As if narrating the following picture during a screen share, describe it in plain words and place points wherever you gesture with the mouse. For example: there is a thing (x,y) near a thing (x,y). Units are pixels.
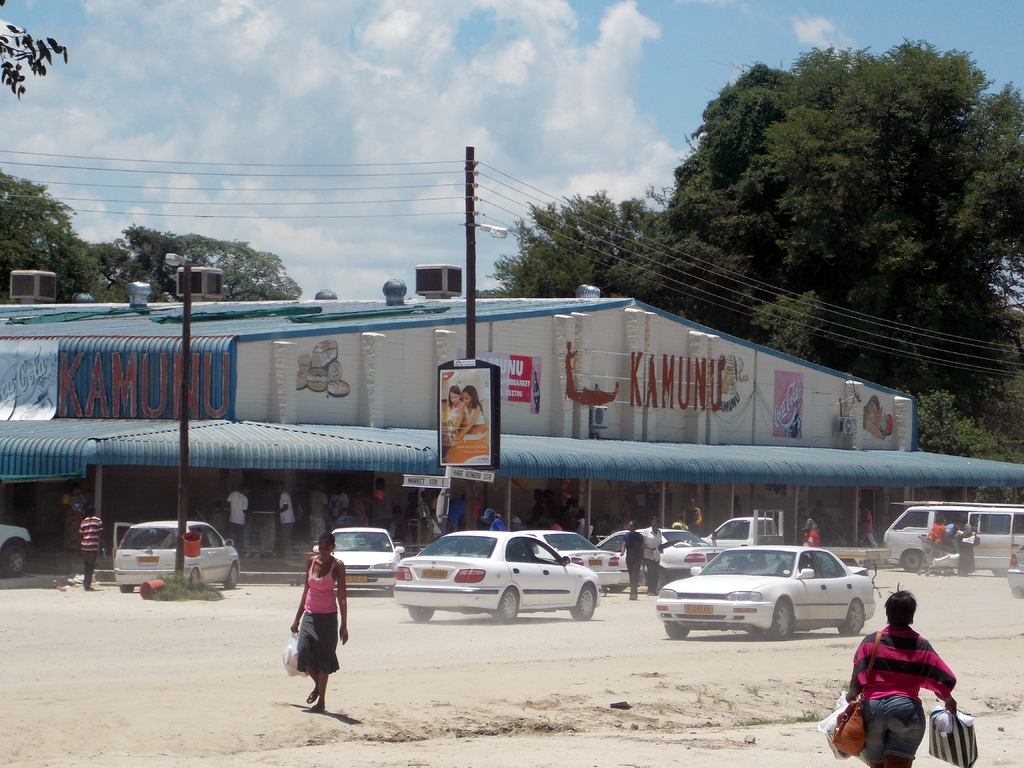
In this image we can see a few people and vehicles (566,583) on the road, on one side of the road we can see electric poles (471,274) with wires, a street light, a banner (466,420) attached to the electric pole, beside the electric pole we can see a small pole (180,450) with some objects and grass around it, there we can also see few trees (543,252) and some clouds (390,191) in the sky (364,161).
